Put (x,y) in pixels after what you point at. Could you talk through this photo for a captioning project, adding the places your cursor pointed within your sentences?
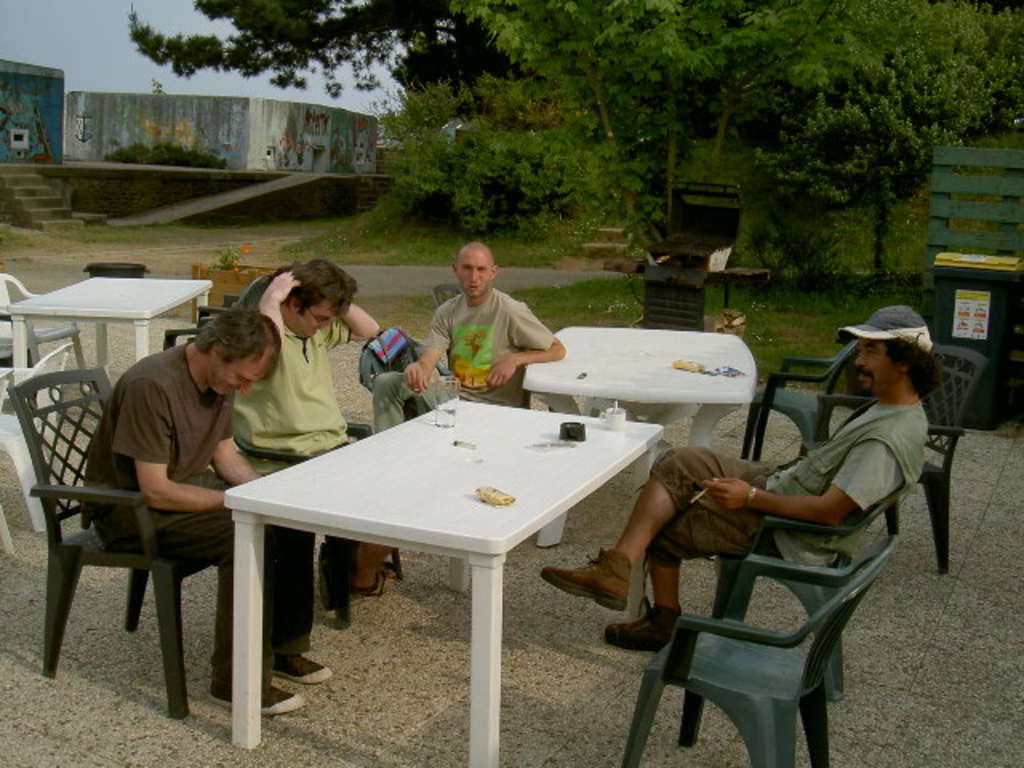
In this picture we can see four men (208,414) sitting on chairs (203,324) and in front of them there is table (456,511) and on table (462,454) we can see glass (455,392) with water (441,416) and in background (95,135) we can see wall (91,151), steps (48,206), path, tree (782,111), bin (987,302), grass (857,300).
